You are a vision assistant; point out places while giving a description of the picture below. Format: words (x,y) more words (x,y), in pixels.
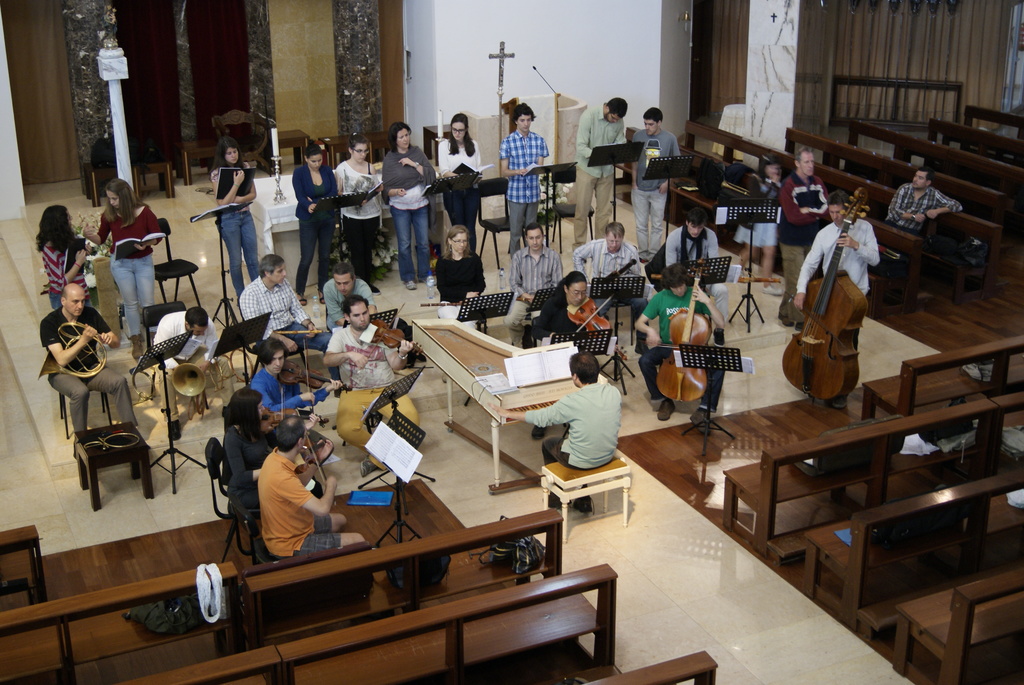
In this picture I can see there are some people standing and holding books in the hands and there are some other people (283,350) sitting and they are holding horns (186,382), violins (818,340) and there are some wooden chairs (474,615) and in the backdrop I can see there is a wall (435,84).
